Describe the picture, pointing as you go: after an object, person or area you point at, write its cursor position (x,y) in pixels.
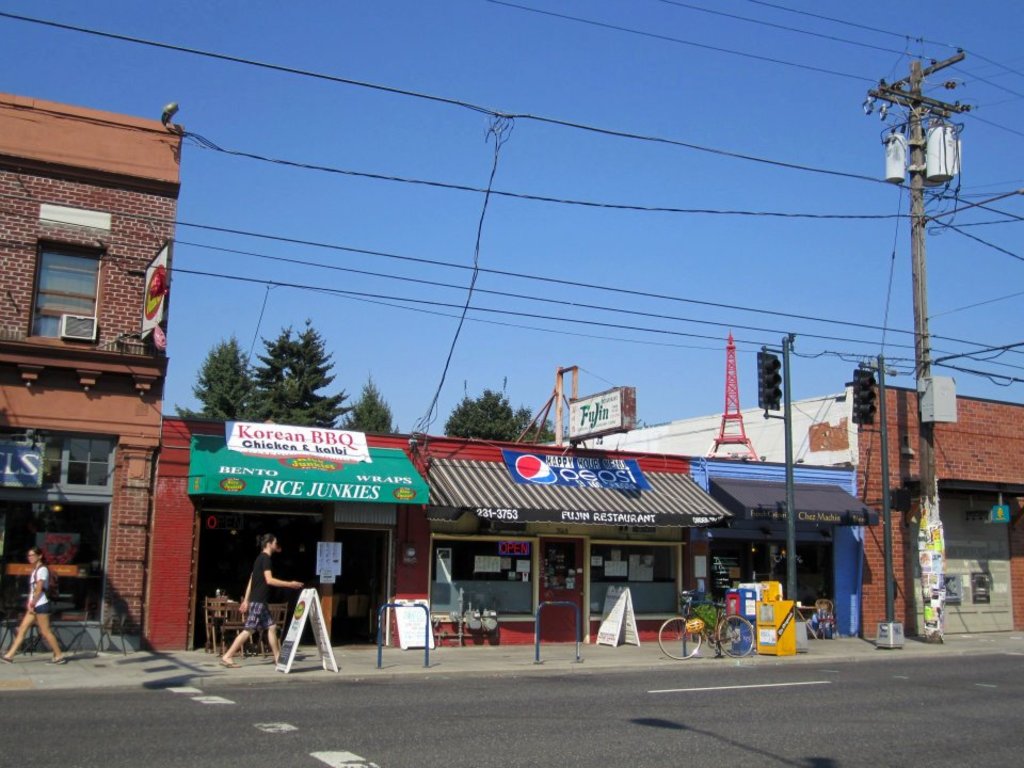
This image consists of road (859,705) and buildings (129,369). In the front (395,575), there are shops (304,488) along with name boards (209,472). In the background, there are trees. At the top (897,129), we can see the wires (865,178) connected to the poles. And the sky (548,168) is in blue color.
